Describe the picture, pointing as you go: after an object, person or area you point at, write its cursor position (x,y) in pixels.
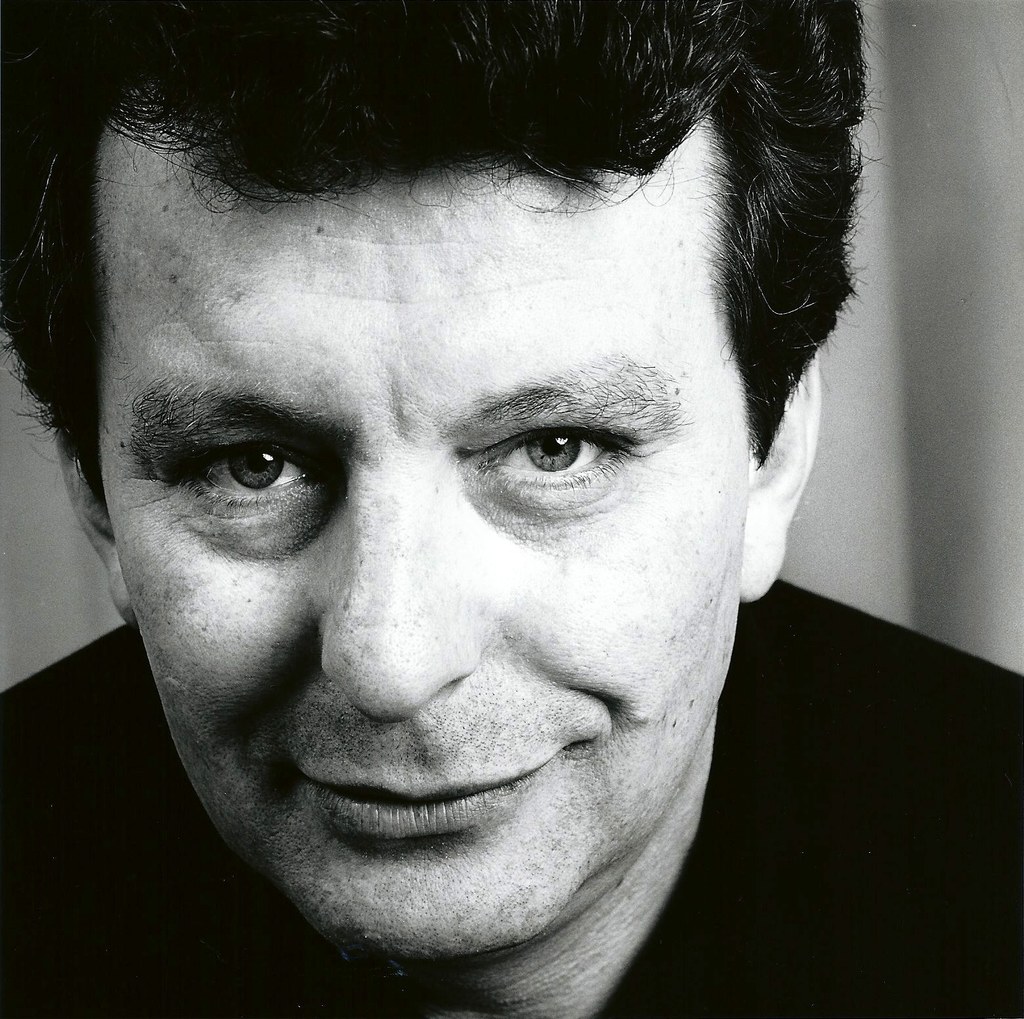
It is a black and white image and in the image there is a man (385,510), he smiling and posing for the photo.
